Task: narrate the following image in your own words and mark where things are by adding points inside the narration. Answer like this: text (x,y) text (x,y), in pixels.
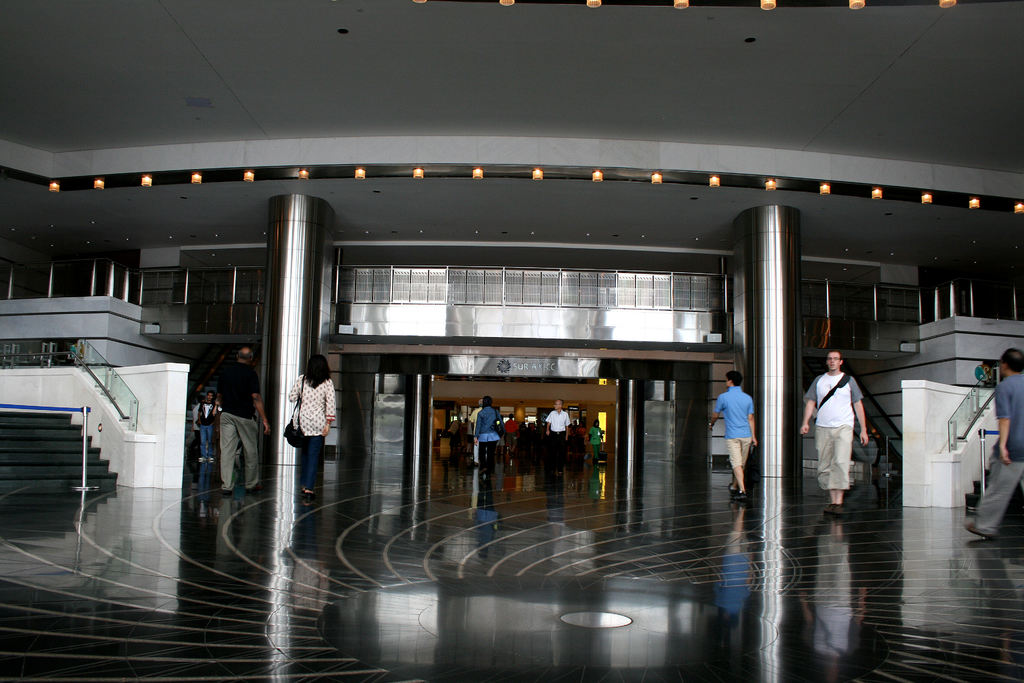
In the picture we can see a hall (479,521) with a lobby (910,544) and some people (557,459) are walking here and there and we can see two pillars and on the other sides we can see steps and railings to it and in the background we can see an entrance (573,457) and near it we can see some people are standing.
